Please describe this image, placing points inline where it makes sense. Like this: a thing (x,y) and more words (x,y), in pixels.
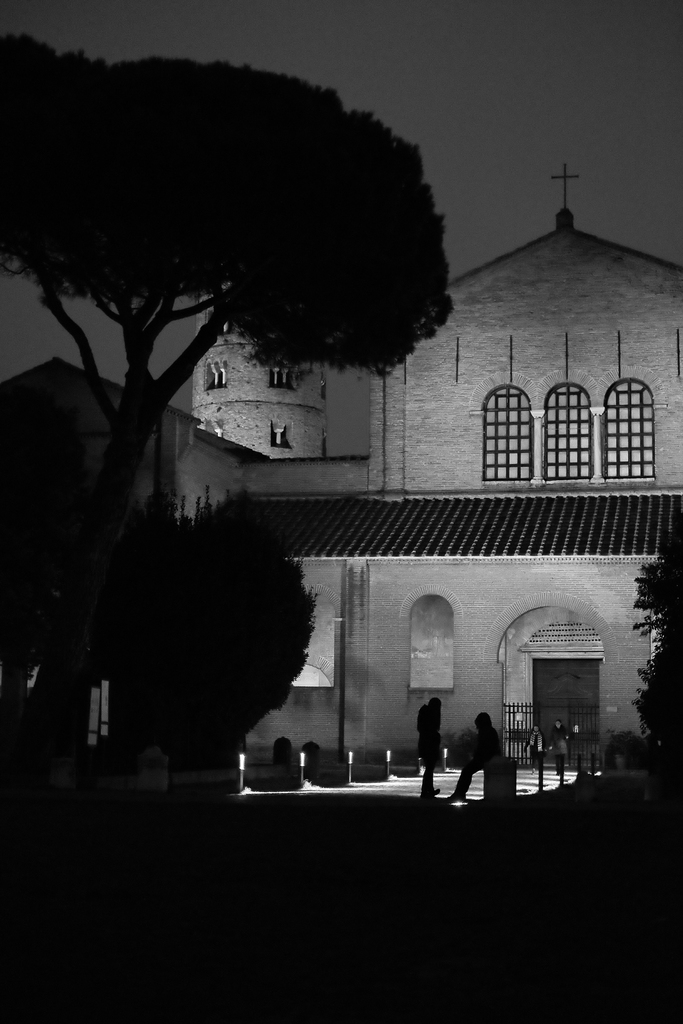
In this picture we can see a building (568,684), lights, plants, and trees (53,187). In the background (384,22) there is sky (646,249).
